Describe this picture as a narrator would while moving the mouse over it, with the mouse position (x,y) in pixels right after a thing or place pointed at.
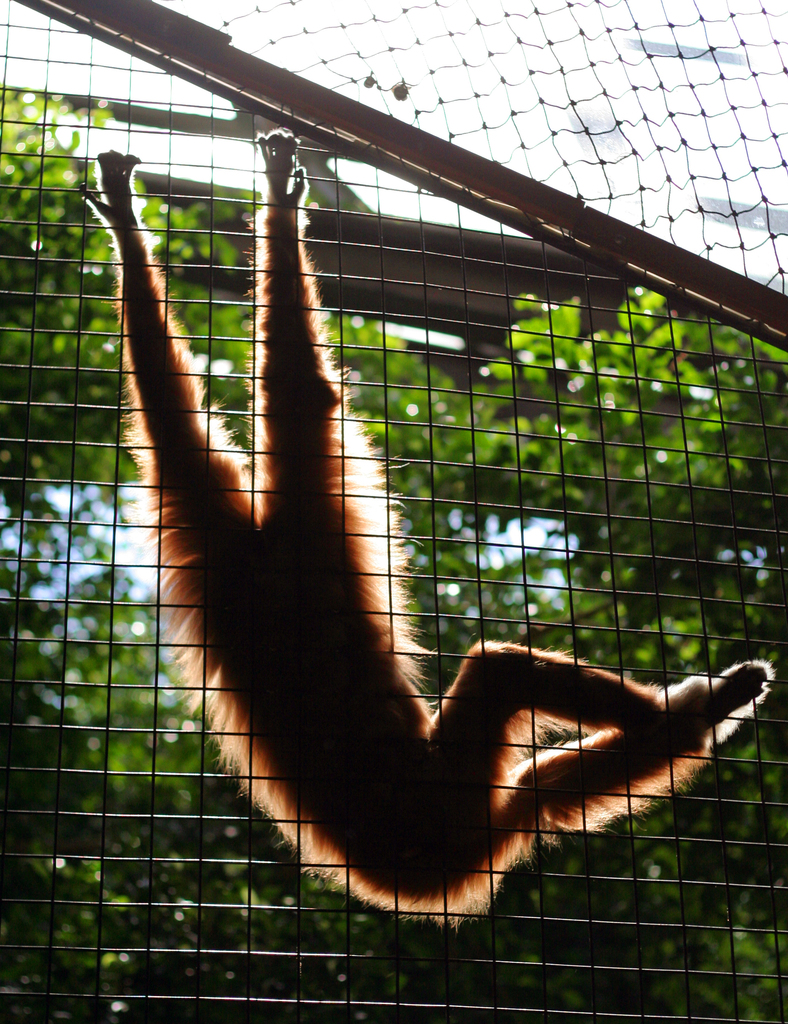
There is an animal (225,575) which is hanging to the fence (368,700). And it is also looking like a cage (653,592). In the background (582,566) we can observe trees (541,484). The animal (382,759) is looking like a monkey (295,347) with two hands (295,347) and two legs (500,761).
